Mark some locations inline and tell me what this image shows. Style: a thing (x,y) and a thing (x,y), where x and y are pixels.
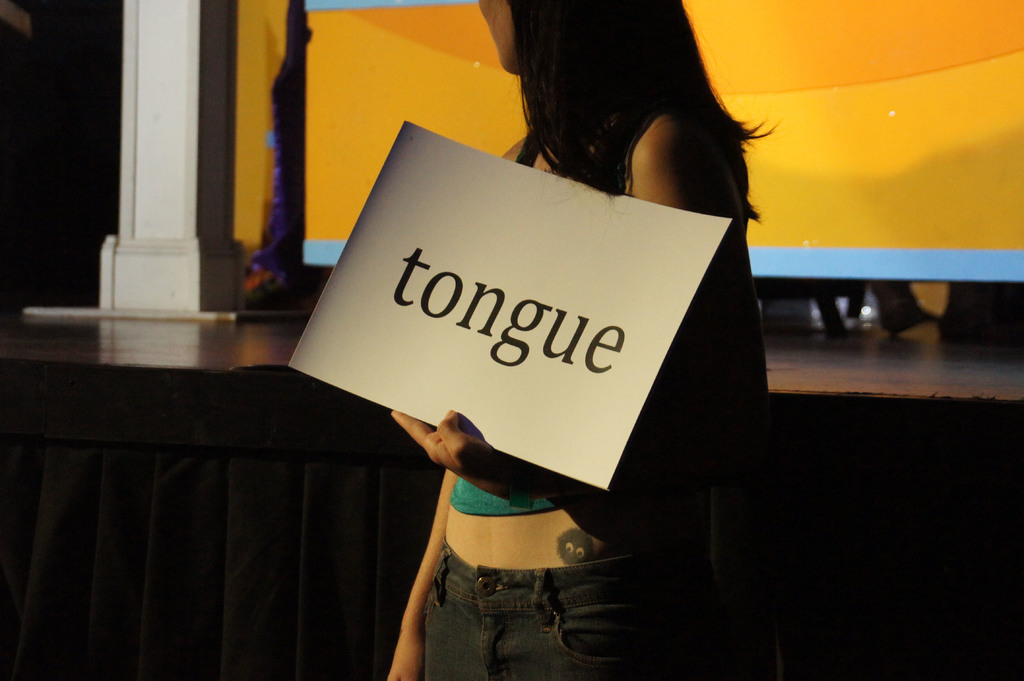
In the middle of this image (409,283), there is a woman (646,33) holding a white color poster (636,308) with a hand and standing. In the background (190,236), there is a white color pillar (190,198), there is a screen (397,79) arranged on a stage (935,336) and there are other objects (284,101).
